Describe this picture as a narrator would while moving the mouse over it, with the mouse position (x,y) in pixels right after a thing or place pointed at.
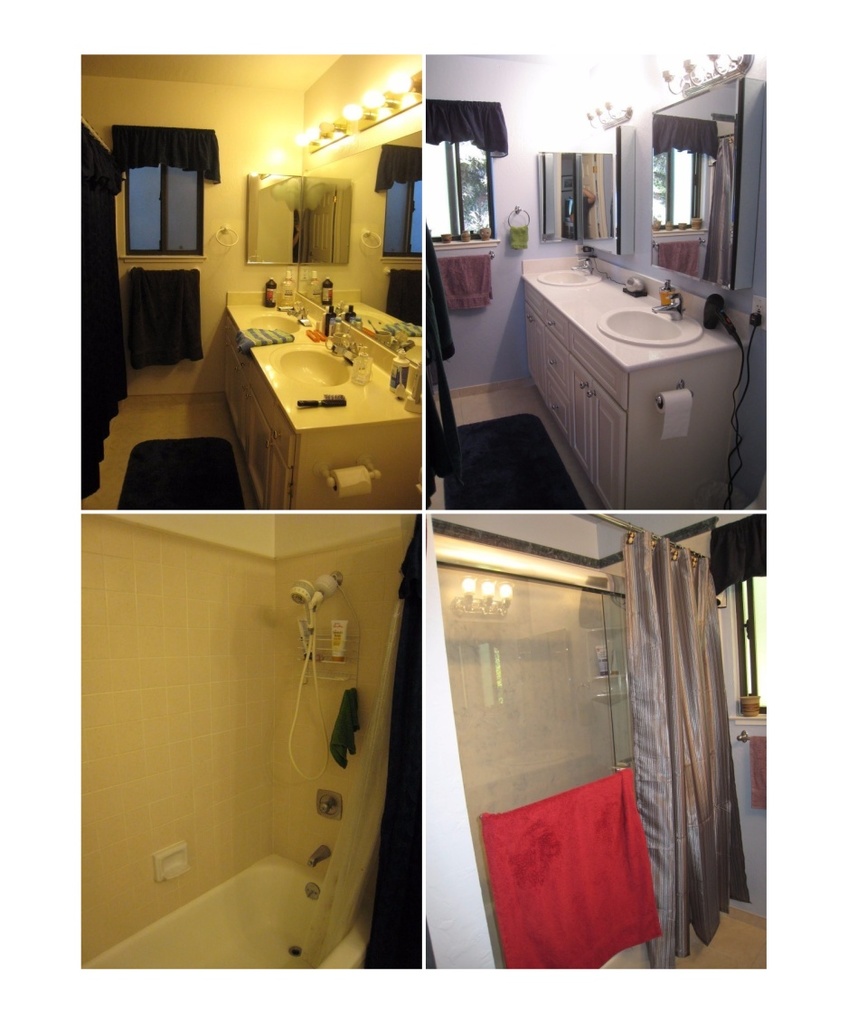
In this image I can see the collage picture and I can see few curtains (687,754), bathtub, shower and few objects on the counter top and I can also see the mirror (293,222), few lights (403,113) attached to the wall (246,126).
